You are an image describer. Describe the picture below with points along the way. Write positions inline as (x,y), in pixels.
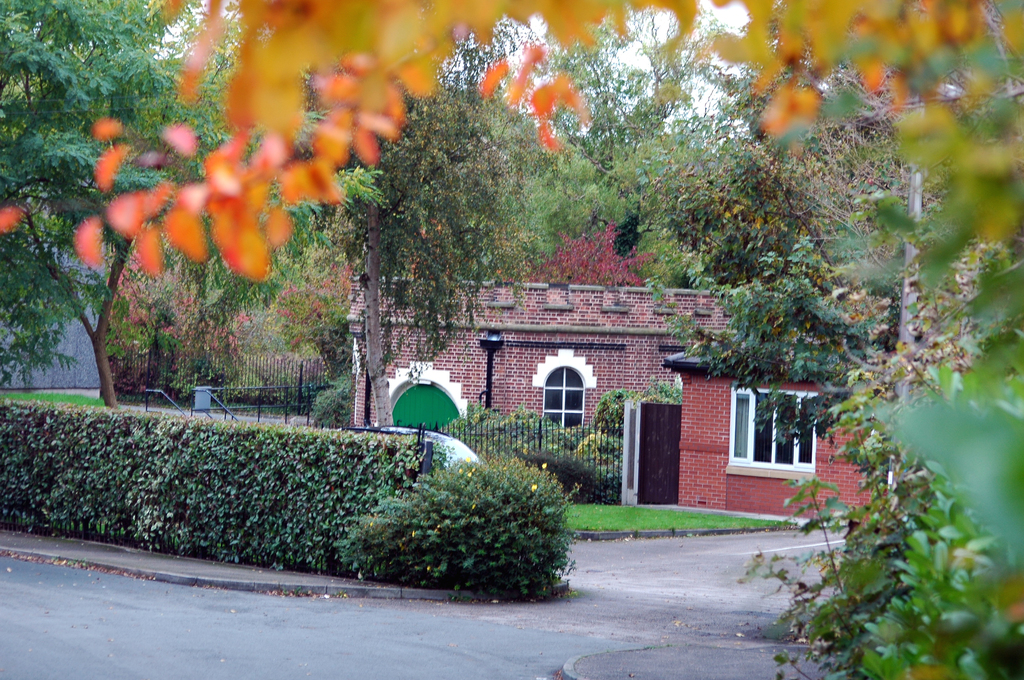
To this house (554,372) there are windows (737,421) and door (663,425). In-front of this house (541,316) there is a fence (601,460), grass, plants (515,418) and trees (728,298).
